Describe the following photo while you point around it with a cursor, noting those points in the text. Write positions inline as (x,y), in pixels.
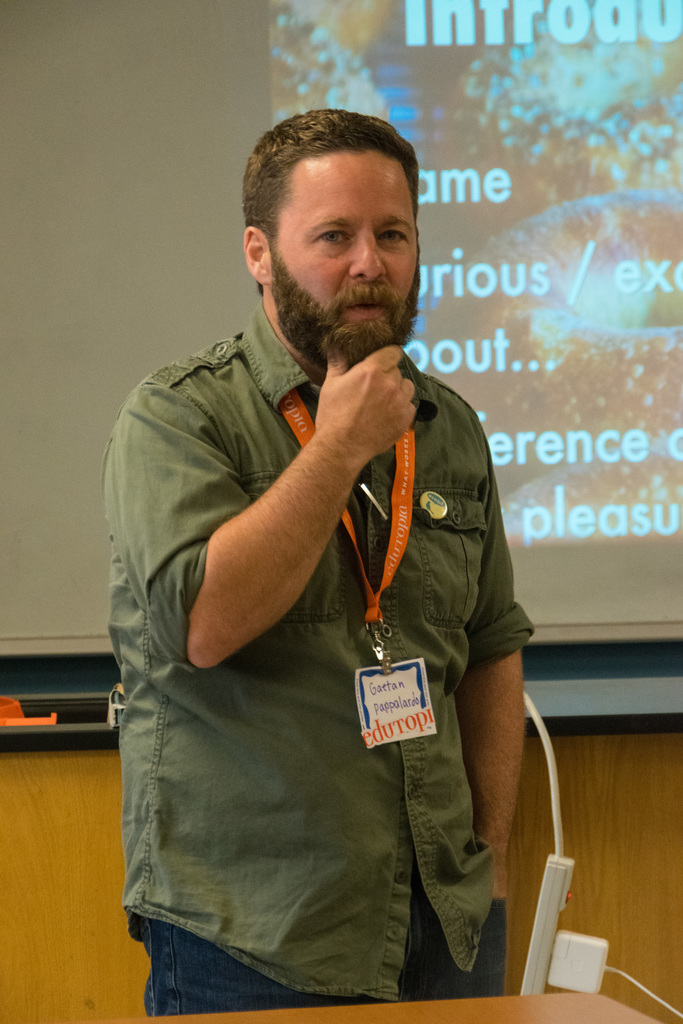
In this picture I can see a man (463,646) standing and he is wearing a ID card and looks like a projector screen (481,264) in the back (109,171), displaying some text (636,436) and I can see a table (373,1016) at the bottom of the picture (468,1010) and I can see a socket board (551,913) at the bottom right corner (549,899).
